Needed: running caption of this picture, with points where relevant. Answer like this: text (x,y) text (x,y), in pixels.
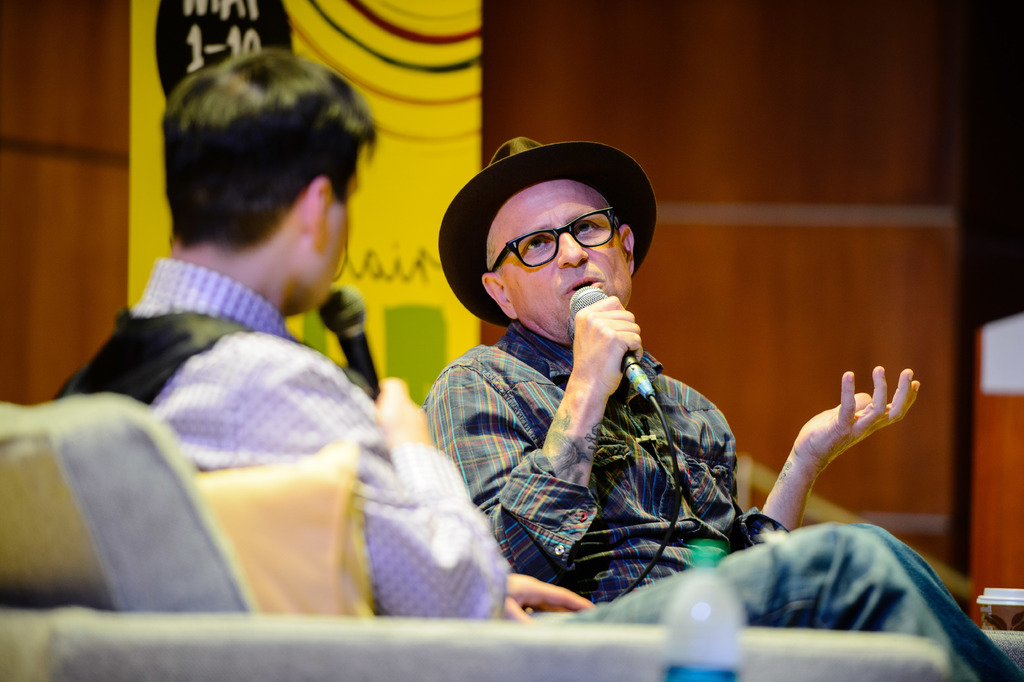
The man (505,432) in the middle of the picture (537,404) wearing blue shirt (600,484) is holding a microphone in his hand (598,366). He is talking on the microphone (634,363). He is even wearing spectacles (539,246) and a black hat (469,254). Beside him, the man (305,372) in the white shirt (308,404) is also holding a microphone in his hand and he is talking on the microphone (368,388). Both of them are sitting on the sofa (188,537). Beside that, we see a water bottle (696,618). Behind them, we see a yellow banner (392,170) and behind that, we see a wall (732,161) in brown color. In the background (781,308), it is blurred.
